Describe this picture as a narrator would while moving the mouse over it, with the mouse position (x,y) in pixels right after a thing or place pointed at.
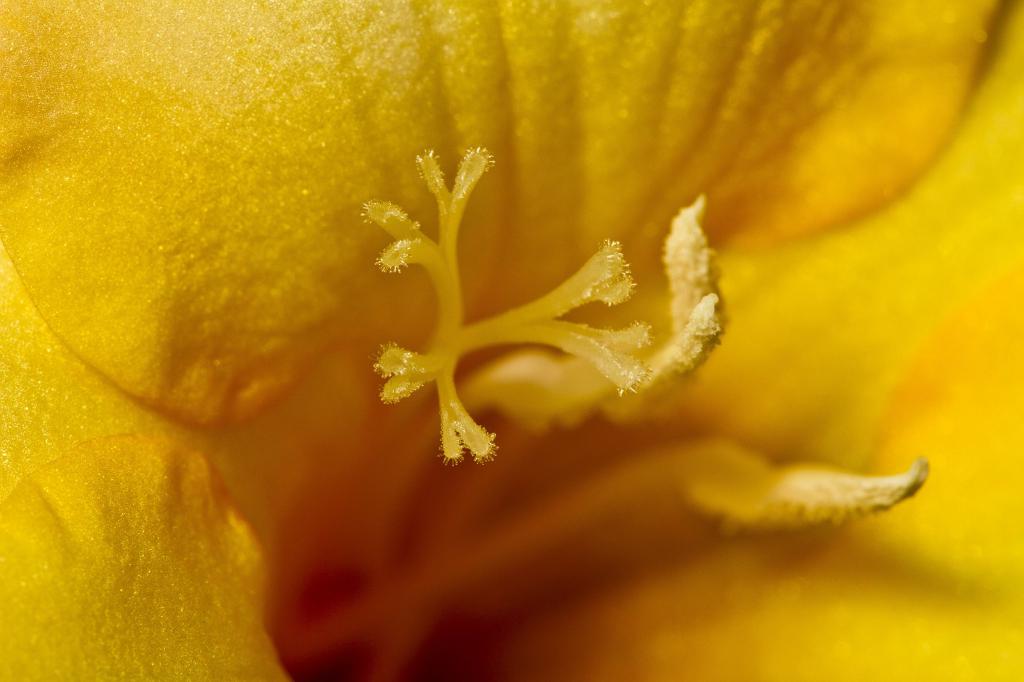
In the foreground of this image (610,257), we can see anther (681,267), stigma (630,272), pollen grains (697,266) of a yellow colored flower (175,174).
